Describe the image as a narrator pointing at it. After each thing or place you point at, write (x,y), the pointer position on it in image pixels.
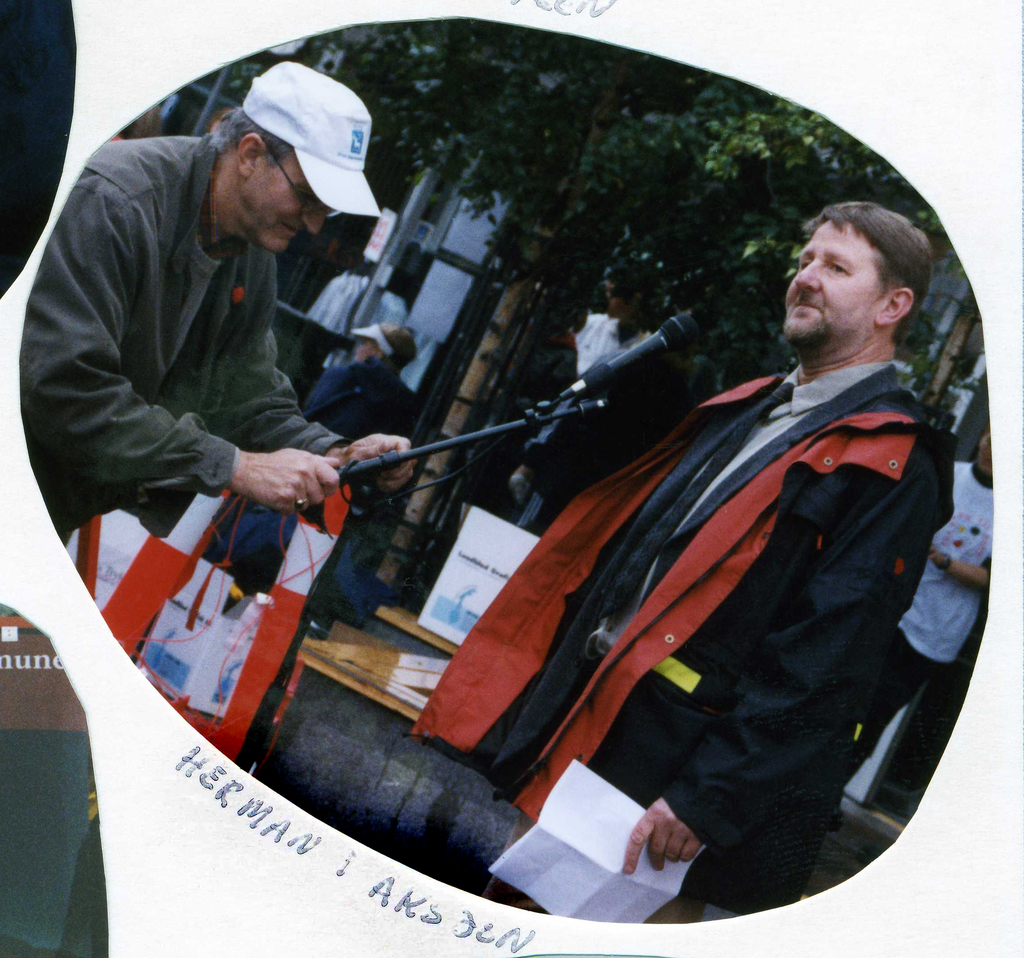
In this image, on the right side (842,644), we can see a man (895,503) standing and holding a paper (543,818), on the left side (92,341), we can see a man (105,320) holding a microphone (608,369), he is wearing a white color hat (317,142), in the background (512,492) we can see some people (549,449) and there are some trees (532,142).
